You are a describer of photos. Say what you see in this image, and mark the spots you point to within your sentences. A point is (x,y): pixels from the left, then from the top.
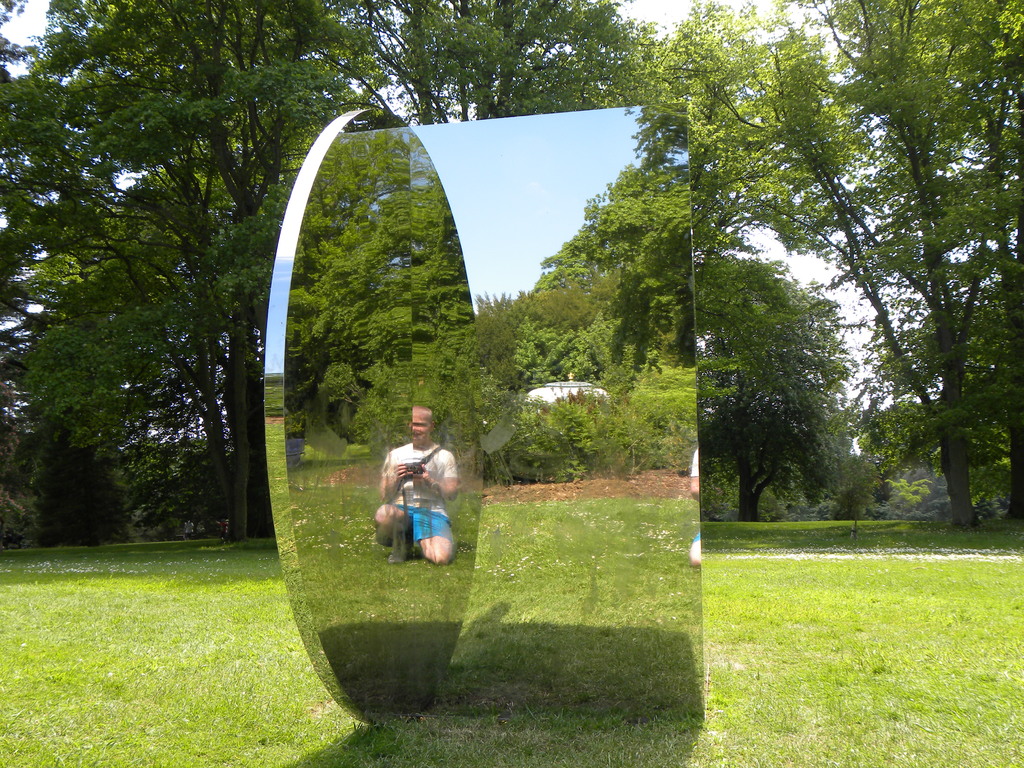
There is a mirror (529,393) placed on a greenery ground (763,723) and there is a person (427,444) seen in it and there are trees (500,71) in the background (665,98).
